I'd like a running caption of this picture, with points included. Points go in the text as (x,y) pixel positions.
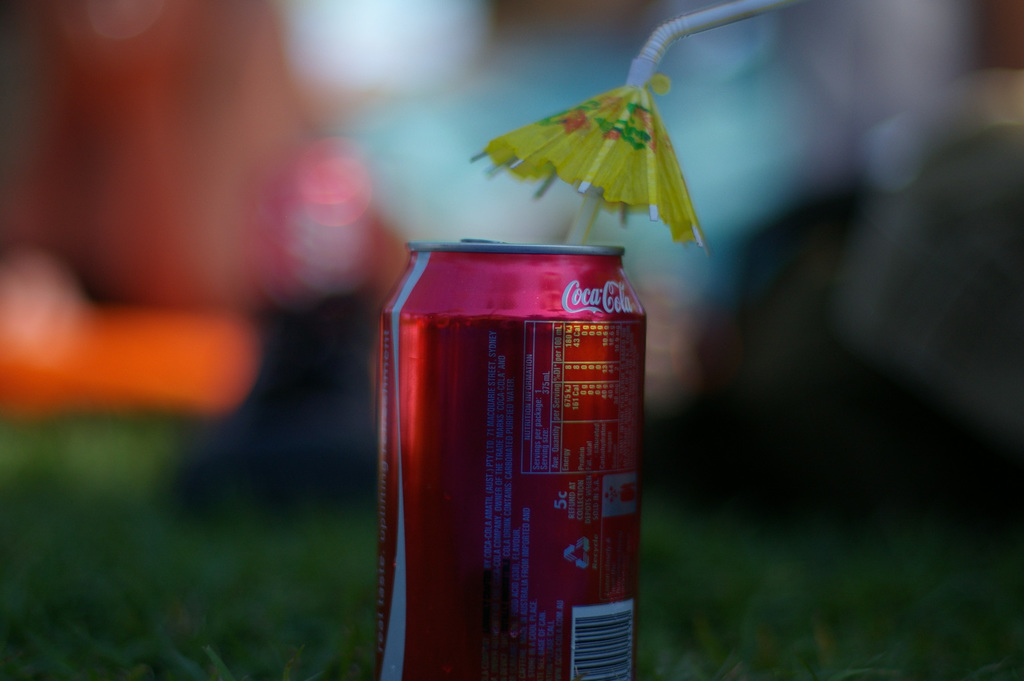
In the foreground (443,335) I can see a beverage can (544,447) and a straw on grass (668,558). Background (651,509) is not clear. This image is taken may be in a park (227,662).
